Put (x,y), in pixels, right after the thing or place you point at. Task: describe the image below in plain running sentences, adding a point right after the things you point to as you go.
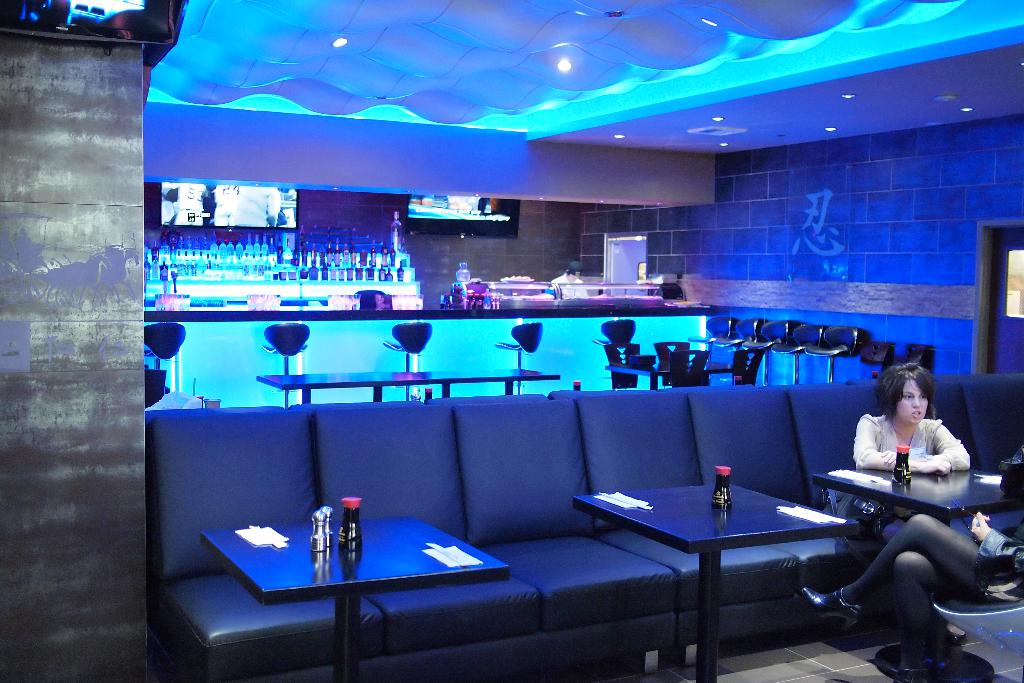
In this picture we can see here is a pillar (87,170), and here is a roof (415,25) and lights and at back (366,267) there are bottles (337,270), and there is the television (226,207), and in front (924,446) a person (582,289) is sitting and here is the table (670,490) and here is the sofa (807,461) and woman (884,419) sitting here is the wall (948,283) and in right corner (990,273) the door (981,303).
